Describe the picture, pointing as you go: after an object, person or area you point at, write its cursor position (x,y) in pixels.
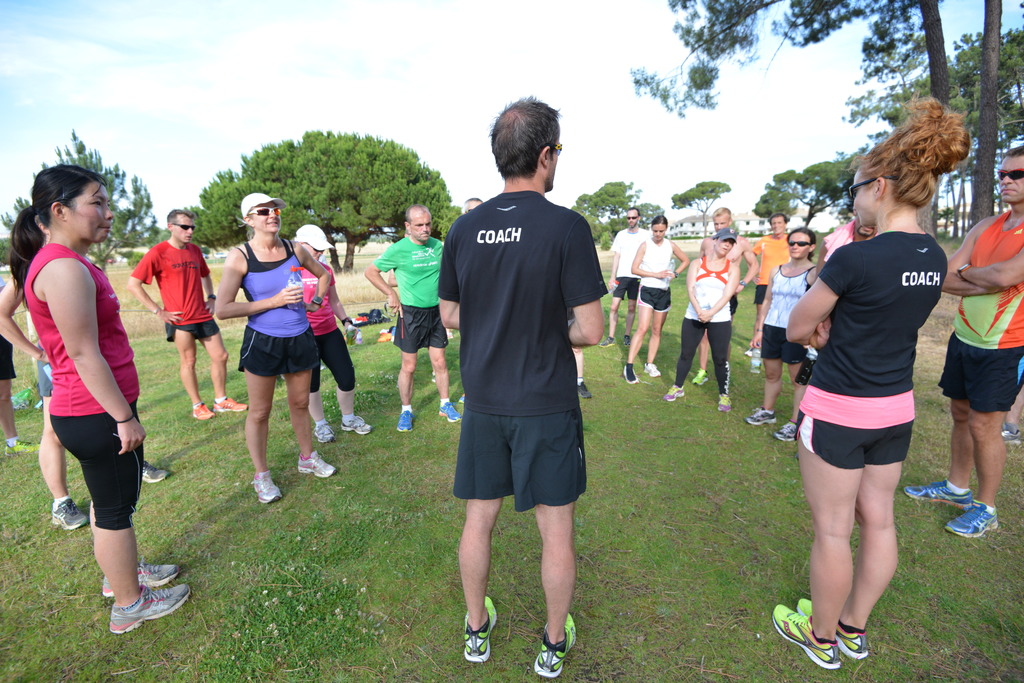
In this picture we can see a group of people (301,340) standing on the grass path (360,542). Behind the people (325,284) there are trees (619,228), building (809,225) and a cloudy sky (469,89).
